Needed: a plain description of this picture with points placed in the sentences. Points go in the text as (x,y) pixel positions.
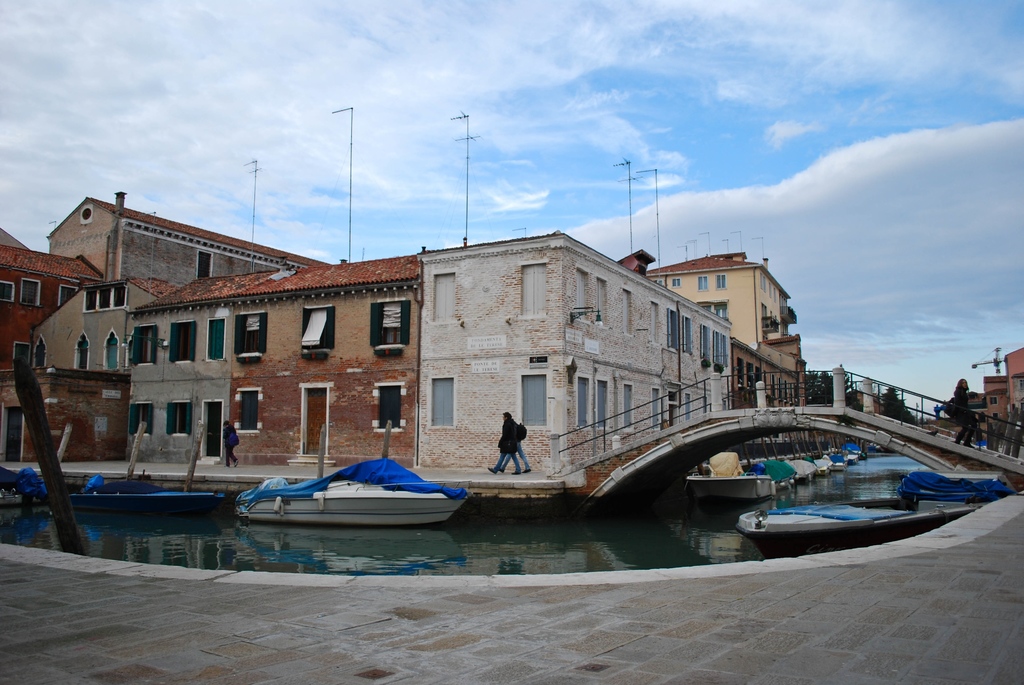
In this picture I can see boats (778,510) on the water (746,505), there is a bridge (814,421), few people (510,428) walking, there are houses (691,399), trees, and in the background (888,170) there is sky (856,119).
